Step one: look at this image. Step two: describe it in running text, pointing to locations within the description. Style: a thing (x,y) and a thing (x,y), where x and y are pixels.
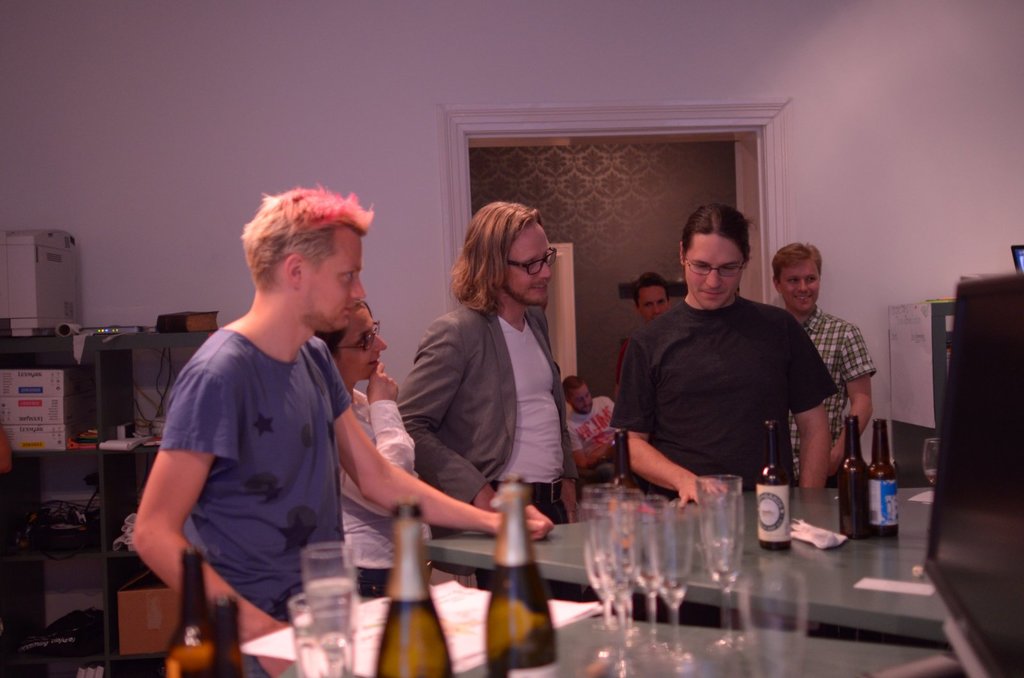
In this image I can see a group of people (537,479) are standing on the floor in front of tables (594,636) on which I can see liquor bottles (880,528), glasses (600,583) and so on. In the background (96,390) I can see a TV (992,343), door (572,330), shelves (91,491) in which some objects (114,439) are kept and wall (609,27). This image is taken may be in a hall (792,512).
